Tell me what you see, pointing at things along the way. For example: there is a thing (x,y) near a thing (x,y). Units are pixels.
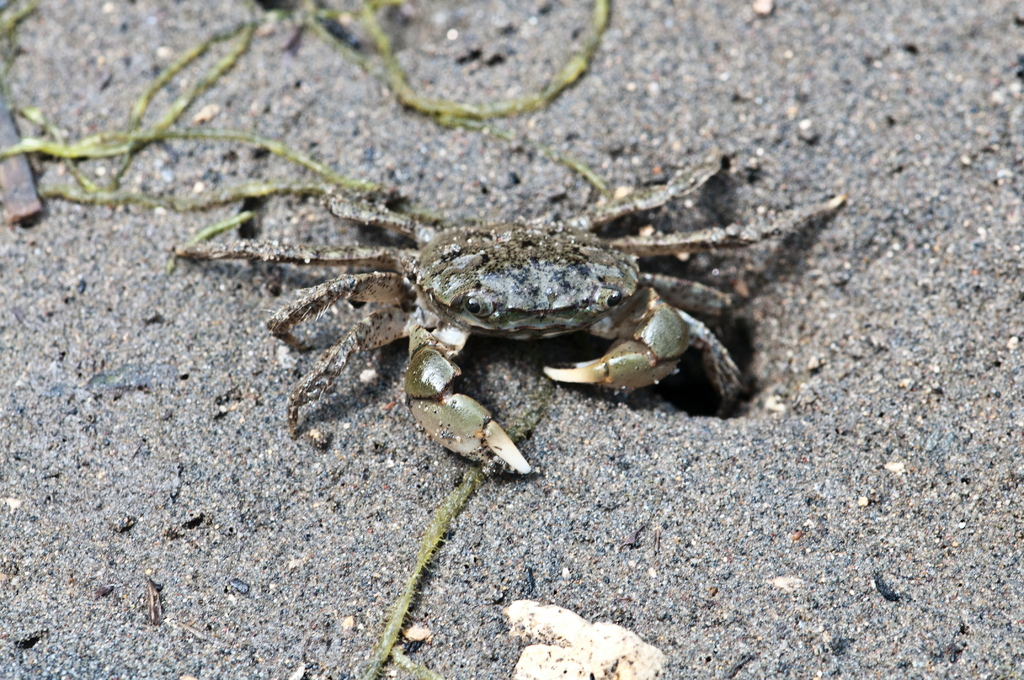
In the center of the image (461,260) there is a freshwater crab (526,278) present on the ground (708,533).
